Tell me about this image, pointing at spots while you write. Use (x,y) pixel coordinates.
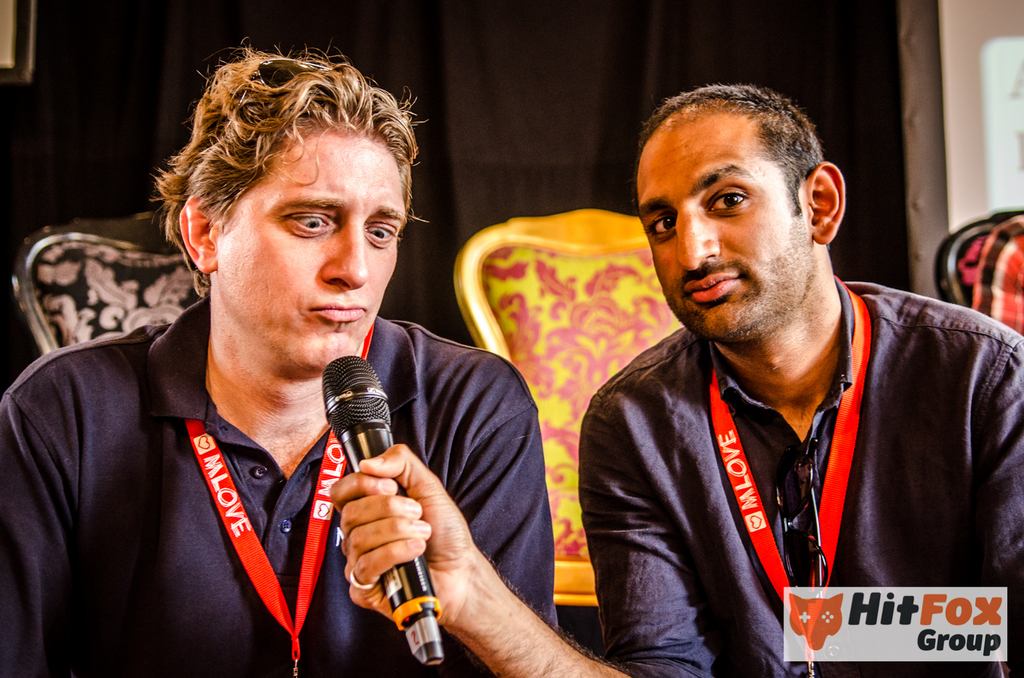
In the image we can see there are men (593,520) sitting on the chair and a man (784,511) is holding mic (378,429) in his hand (377,605). Behind there are chairs (555,285) kept on the floor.
